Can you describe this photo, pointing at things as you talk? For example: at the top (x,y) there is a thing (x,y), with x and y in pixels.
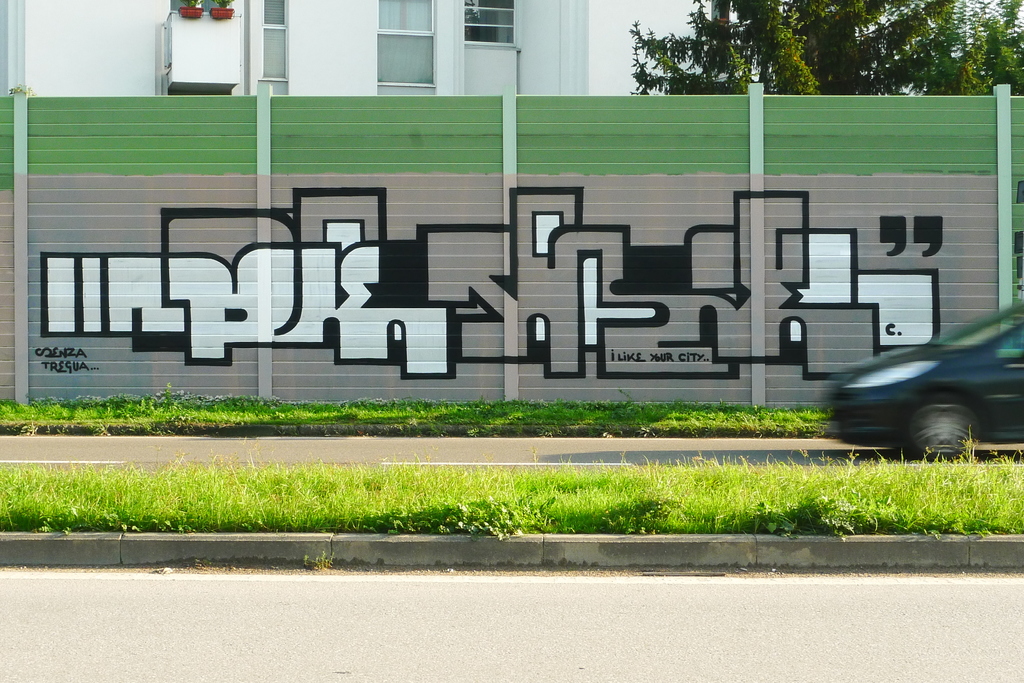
In this picture we can see some grass (260,467) and a vehicle (926,413) on the road (234,458). There is some text (548,267) and a few things (192,261) on an object (592,377). We can see flower pots (192,11), glass objects (411,41) and windows (392,46) on the building (508,39). There are a few trees (787,63) and the sky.
